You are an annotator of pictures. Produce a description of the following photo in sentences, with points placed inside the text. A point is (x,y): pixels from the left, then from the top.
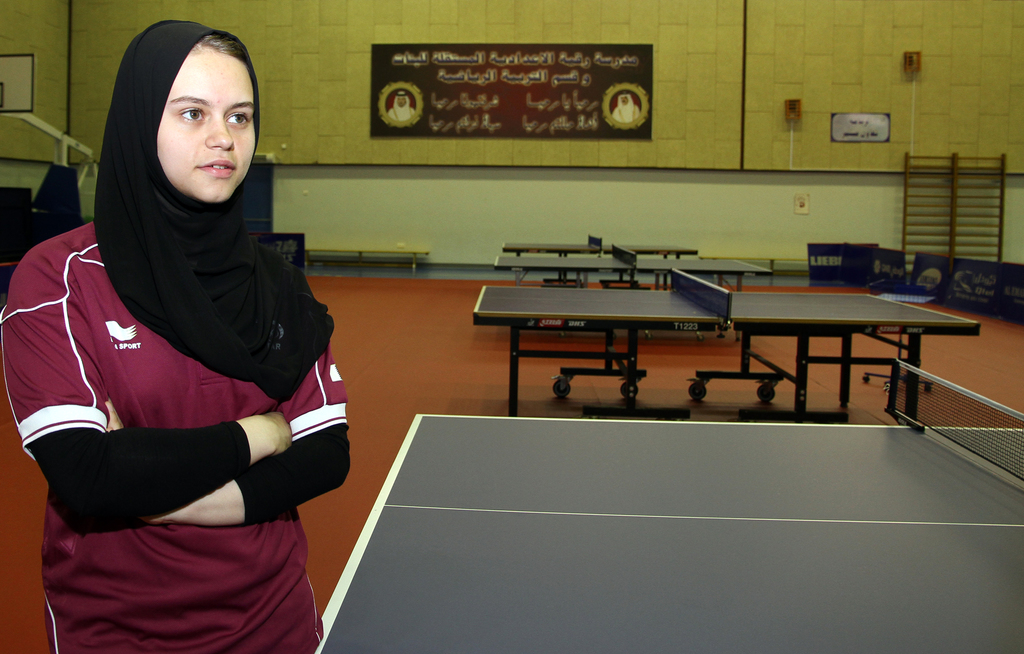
This image is clicked in a table tennis court (573,400). There is a banner (612,69) on the top (577,111). There is a woman (107,356) standing on the left side (208,387). She wore brown color t-shirt (212,594). She is standing near a table tennis board (790,489). There is a net (1004,446) on the right side (950,397).
